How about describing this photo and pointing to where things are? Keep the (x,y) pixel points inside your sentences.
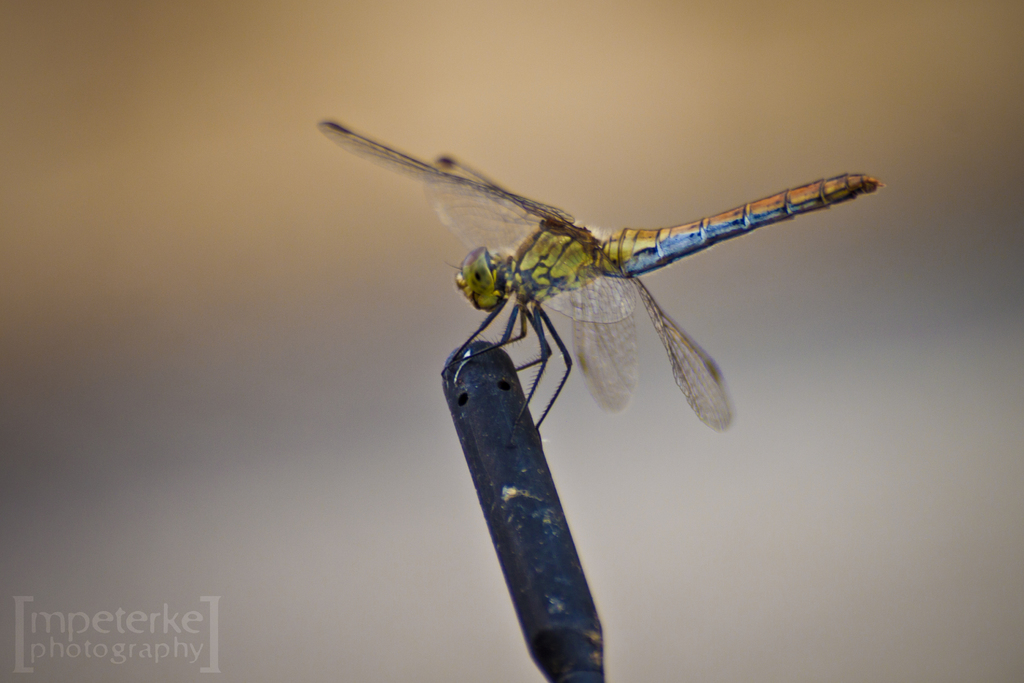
In this image in the center (501,238) there is one insect (558,261), at the bottom (504,556) there is some object (512,577) and there is some text (161,641).
